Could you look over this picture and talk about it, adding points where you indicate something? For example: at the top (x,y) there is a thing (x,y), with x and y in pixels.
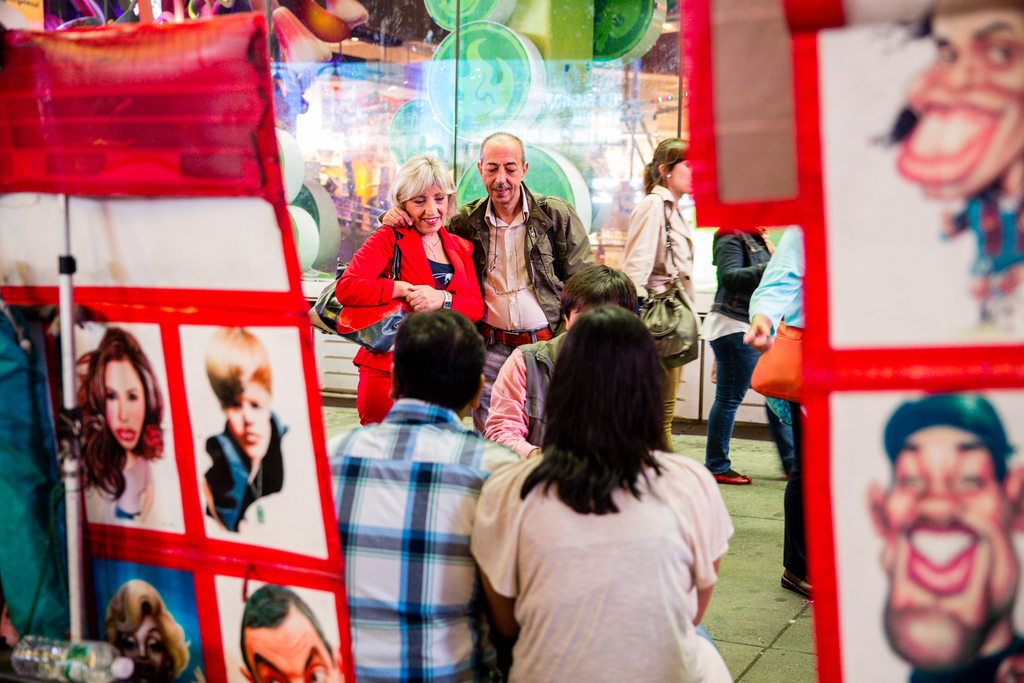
In this picture there is a man (456,417) who is wearing check shirt (427,468), beside him we can see woman (657,591) who is wearing cream top (685,506). In front of them we can see the couples (512,277) was standing on the ground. On the right (823,461) we can see the paintings (999,543) of celebrities (998,471). In the background (534,96) we can see the painting wall (534,96). In the bottom left corner (74,650) there is a water bottle (50,669) on the table (54,682).
